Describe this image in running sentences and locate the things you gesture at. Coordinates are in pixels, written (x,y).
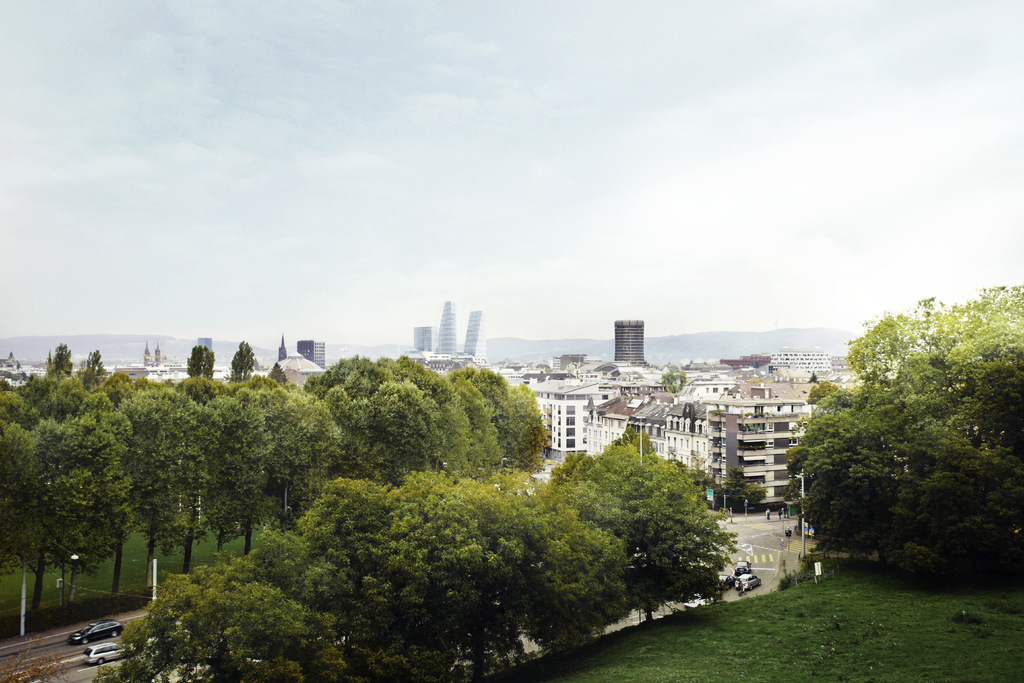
This is an aerial view. In this picture we can see the buildings (750,356), trees (186,391), mountains (138,355), grass (918,613), vehicles (758,582), road (760,541), poles (803,544). At the top of the image (547,106) we can see the clouds (486,190) are present in the sky (503,192). At the bottom of the image (906,606) we can see the ground (855,623).
